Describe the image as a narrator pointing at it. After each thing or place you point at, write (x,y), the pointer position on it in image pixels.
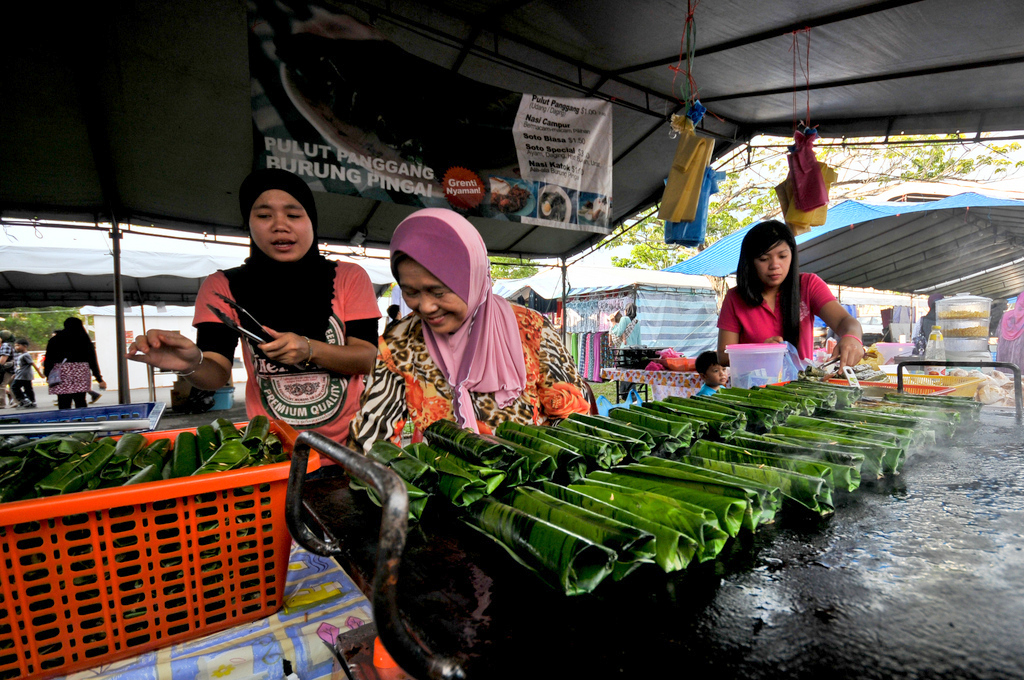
In this image there are few ladies (351,348) they are cooking something. There are some food ingredients (952,409) on a pan (530,607). In the left (141,531) in a basket (61,551) there are food ingredients (187,461). On the top (301,136) there are banners (482,135), clothes (831,173). In the background (883,280) there are tents (866,285) of different shops (579,312). There are trees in the back (736,207).
